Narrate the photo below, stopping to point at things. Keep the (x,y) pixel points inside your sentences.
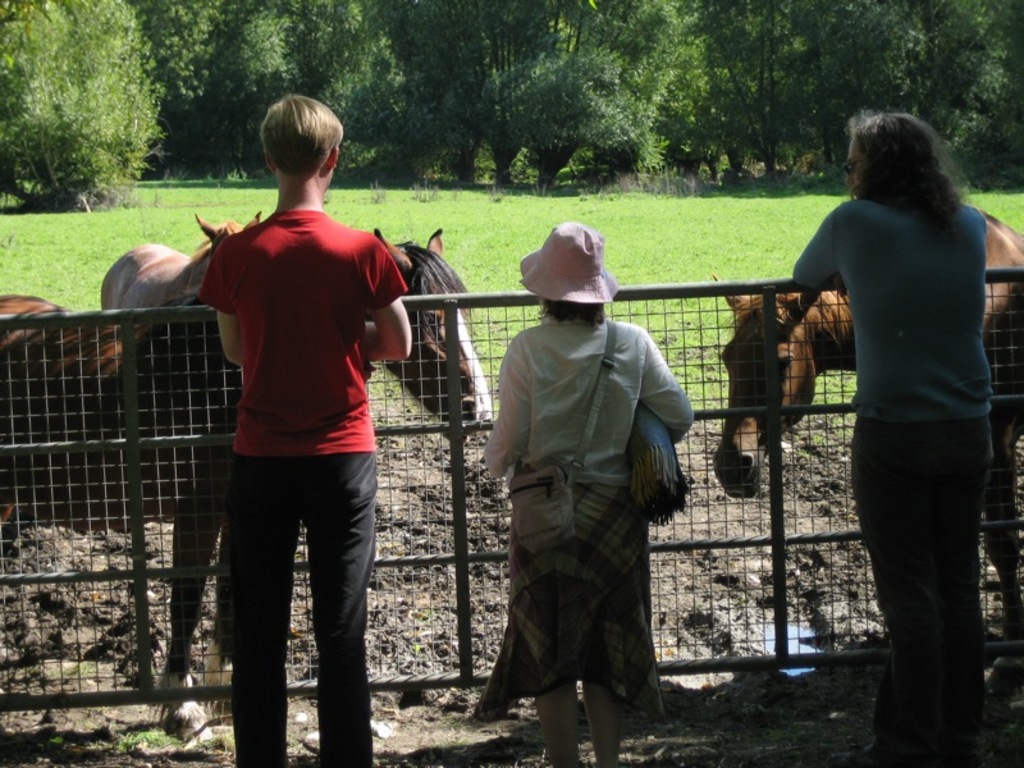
There are three persons (554,337) standing. Middle person (562,371) is wearing a hat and a bag (550,502). In front of them there is a fencing (171,365). Also there are horses (753,295). In the back (538,218) there is grass lawn (664,194) and trees (545,59).
